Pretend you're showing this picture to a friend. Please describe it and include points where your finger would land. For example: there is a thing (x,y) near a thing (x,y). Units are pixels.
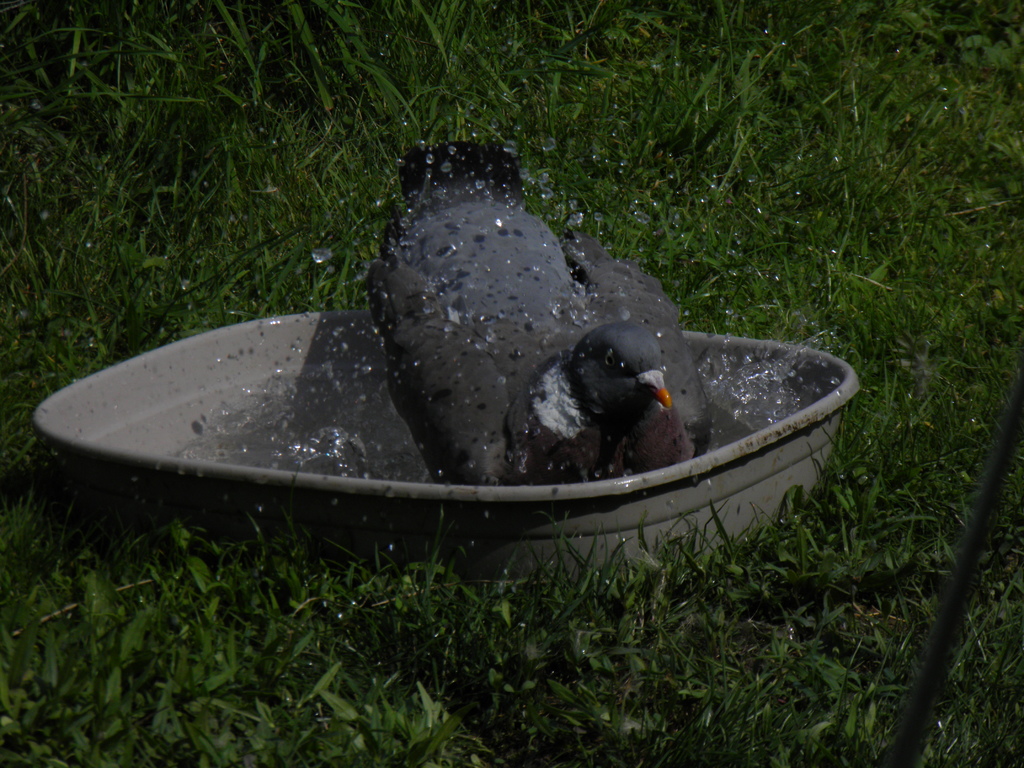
In this image we can see a bird (450,381), it is in grey color, here is the container (665,468), and water (294,429) in it, here is the grass (159,566).
